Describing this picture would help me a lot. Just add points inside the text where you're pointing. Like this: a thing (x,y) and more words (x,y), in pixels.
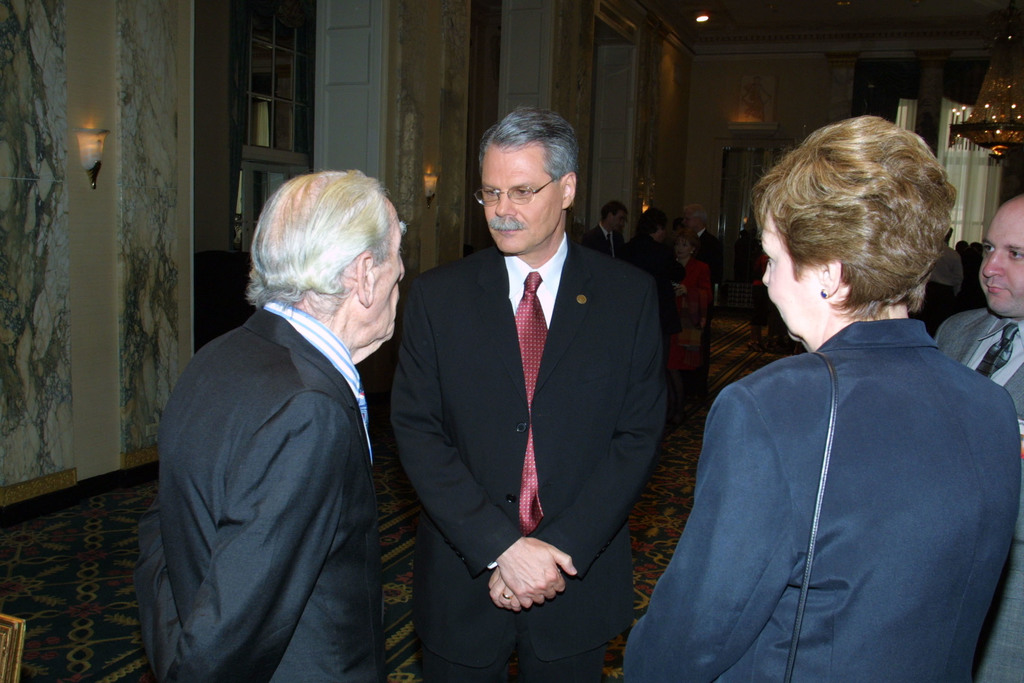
In this image I can see few people (525,376) are standing and wearing different color dresses (946,480). Back I can see windows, lights (98,142) and the wall (176,140).
